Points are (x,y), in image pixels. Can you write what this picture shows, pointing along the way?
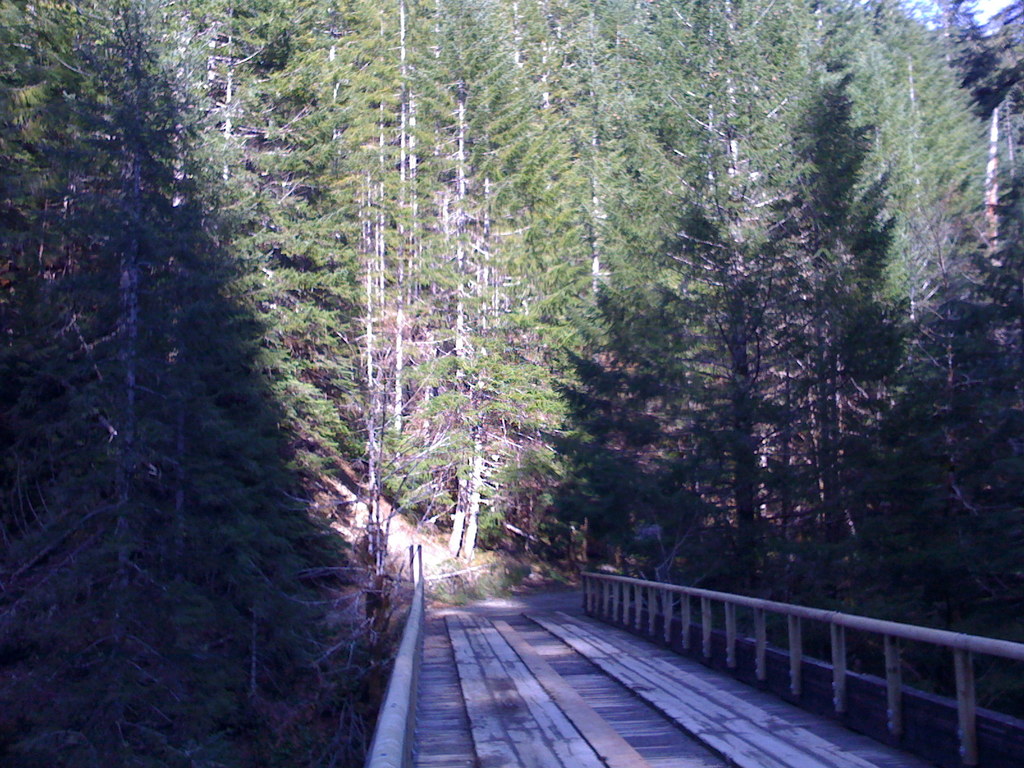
In the image I can see a path (537,763) to which there is fencing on both sides and also I can see some trees (425,440) and plants (27,668).
